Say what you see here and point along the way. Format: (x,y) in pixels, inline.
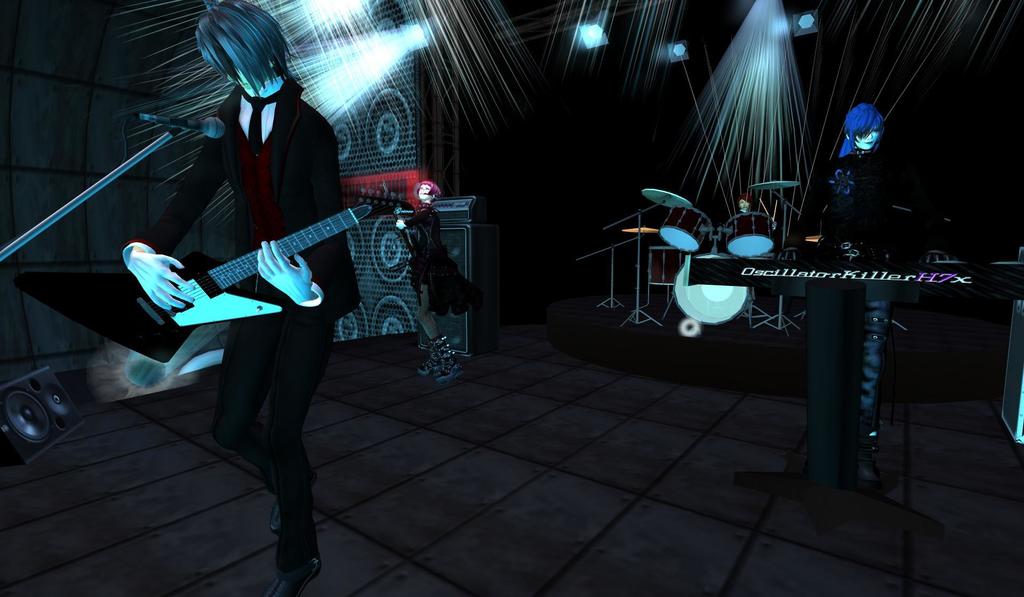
In this image I can see an animated picture where I can see few cartoon characters (234,36) are standing. In the front (217,168) I can see one character (235,210) is holding a guitar (177,335) and in the front of him I can see a mic (214,130). In the background (487,224) I can see few speakers (406,75), few lights (350,91) and a drum set (738,225).
